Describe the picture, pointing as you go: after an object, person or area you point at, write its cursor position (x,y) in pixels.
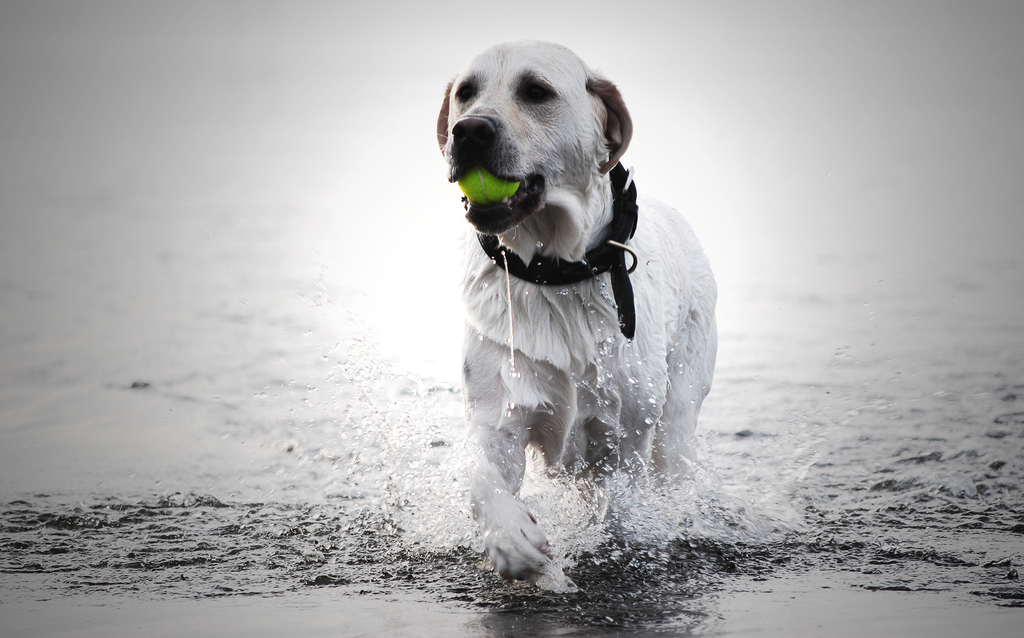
This is a mostly black and white picture. In the center of the picture (672,407) there is a dog (500,88) holding a ball (479,189). The dog (574,406) is in the water (321,529).
